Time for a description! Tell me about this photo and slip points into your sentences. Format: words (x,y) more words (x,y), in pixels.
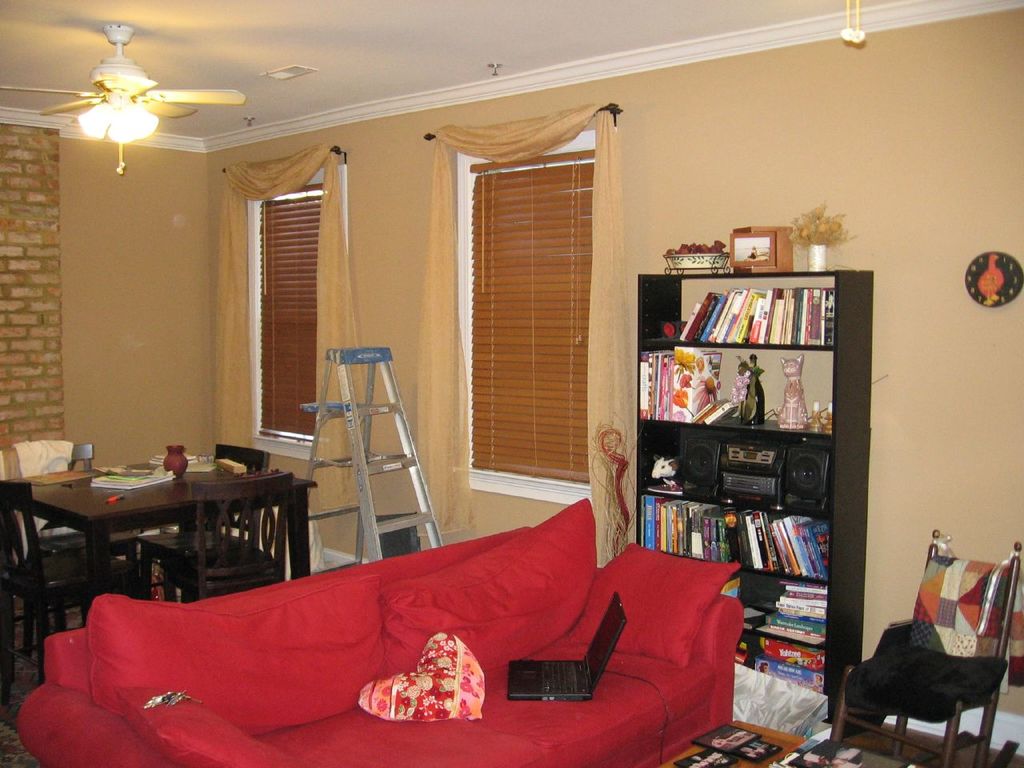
This is inside of the room (415,436) we can see table (152,515), chairs (994,715), ladder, furniture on the floor (958,757). We can see pillows (472,625) and laptop (602,637) on the sofa (403,637) and we can see books (132,473) and objects (177,470) on the table (176,500). On the background (235,280) we can see wall (366,165), curtains (307,171), window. On the top (138,123) we can see lights (138,123), fan (151,99). Furniture (768,569) contain books (781,565) and objects (793,472).
